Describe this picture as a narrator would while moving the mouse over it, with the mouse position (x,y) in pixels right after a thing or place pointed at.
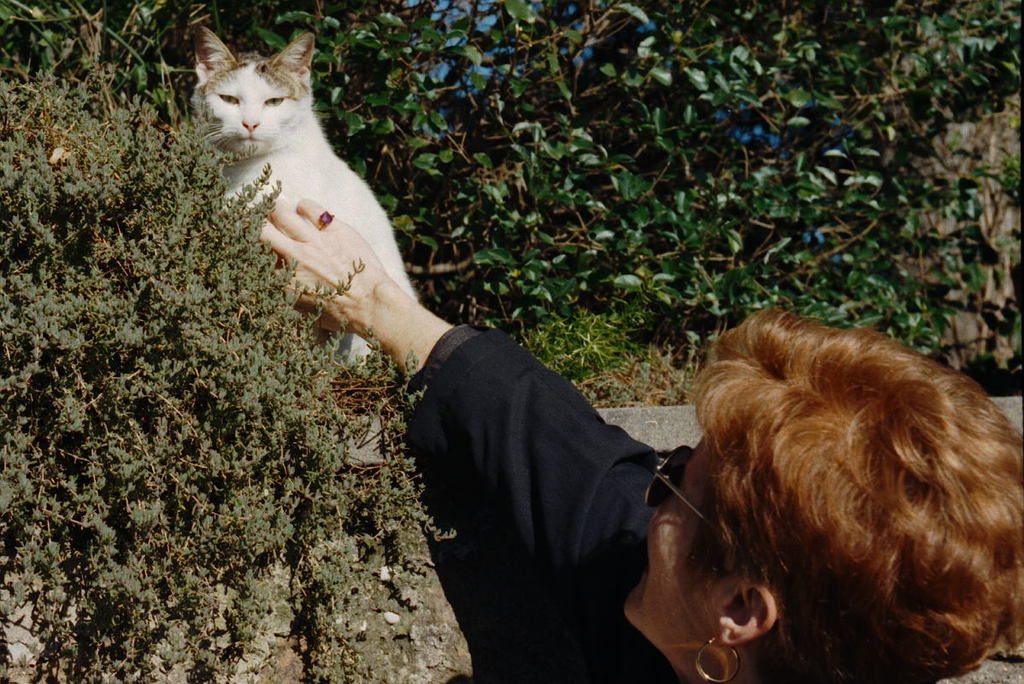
This is a white cat (299,155) sitting on the wall (634,414). Here is the women (525,524) wearing black dress (501,435), goggles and ear rings (701,674). She is touching the cat (302,167). This is a small plant (199,369). At background (130,35) I can see trees (653,116).
